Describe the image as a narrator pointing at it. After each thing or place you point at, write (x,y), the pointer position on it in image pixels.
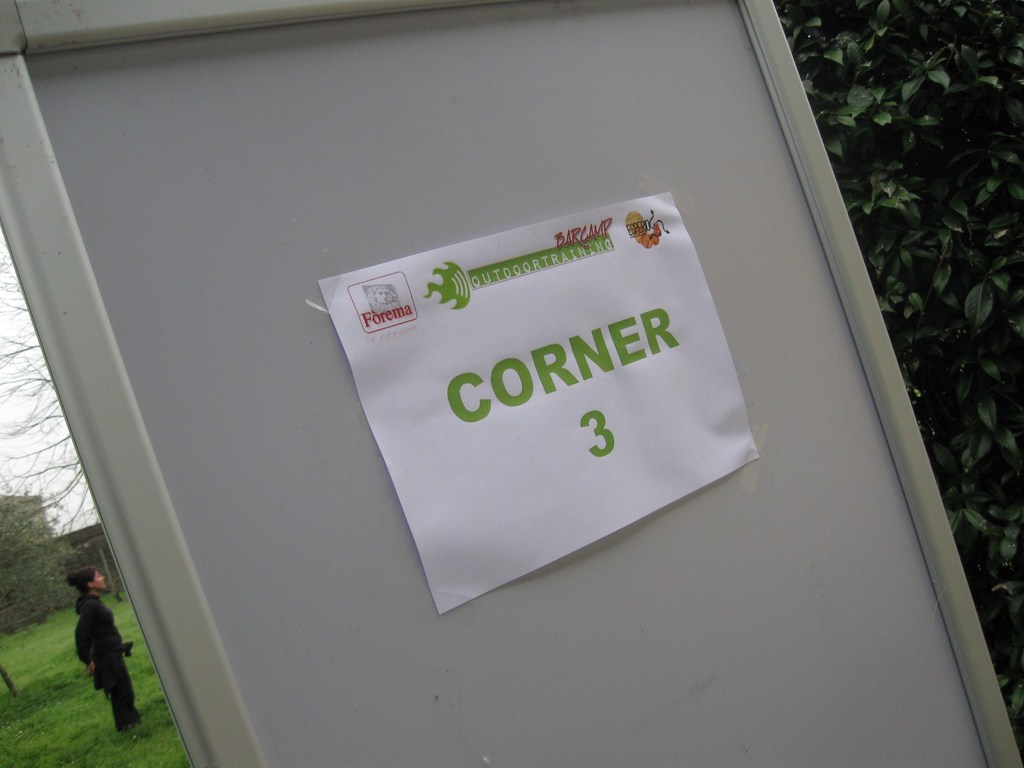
In this image I can see the paper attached to the board (337,232). To the right (835,156) I can see the plant (937,364). To the left (68,662) there is a person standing on the grass (67,721). In the background (13,578) I can see the wall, tree (40,553) and the sky (41,440).
